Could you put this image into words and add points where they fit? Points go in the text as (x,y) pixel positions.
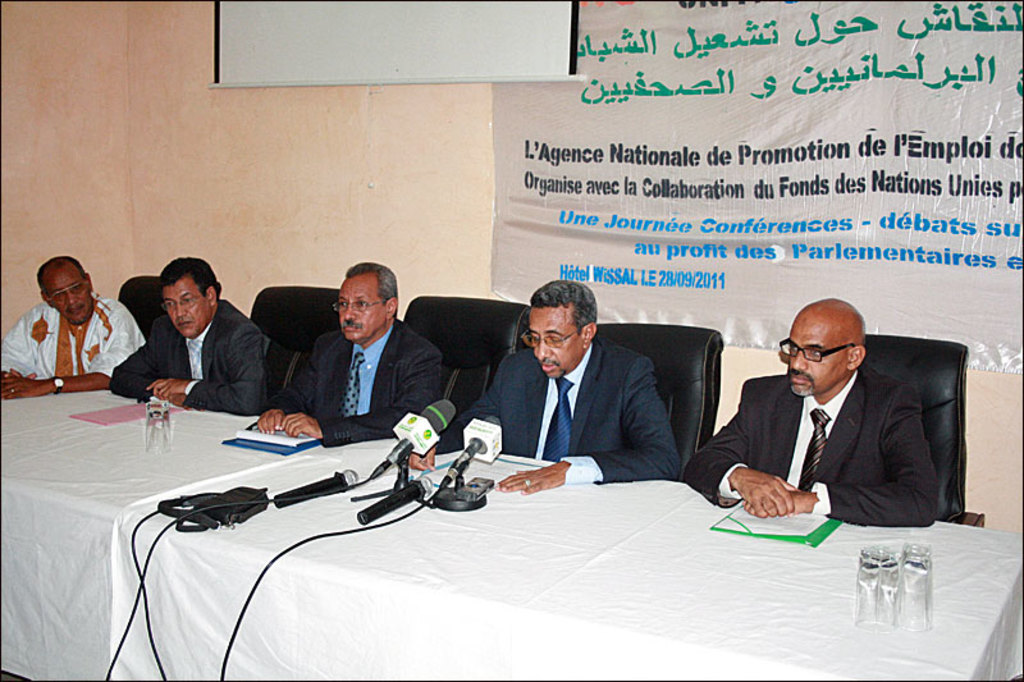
In this picture I can see five persons (264,352) sitting on the chairs (272,317), there are mike's (333,481), papers (262,443) and glasses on the table (658,491), and in the background (602,98) there is a banner (691,124) and a projector screen (536,41) on the wall (112,130).
